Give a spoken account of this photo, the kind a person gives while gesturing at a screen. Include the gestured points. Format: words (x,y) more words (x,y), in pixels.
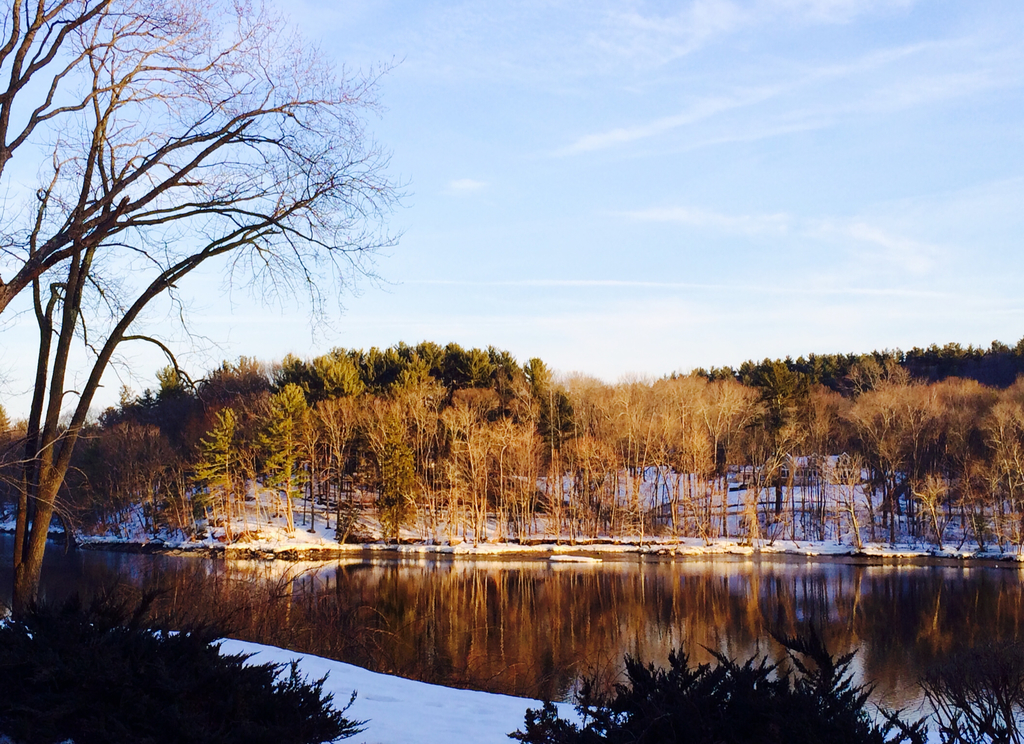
In this image I can see water (509,639), number of trees (514,513) and in background (552,178) I can see the sky (714,221).
